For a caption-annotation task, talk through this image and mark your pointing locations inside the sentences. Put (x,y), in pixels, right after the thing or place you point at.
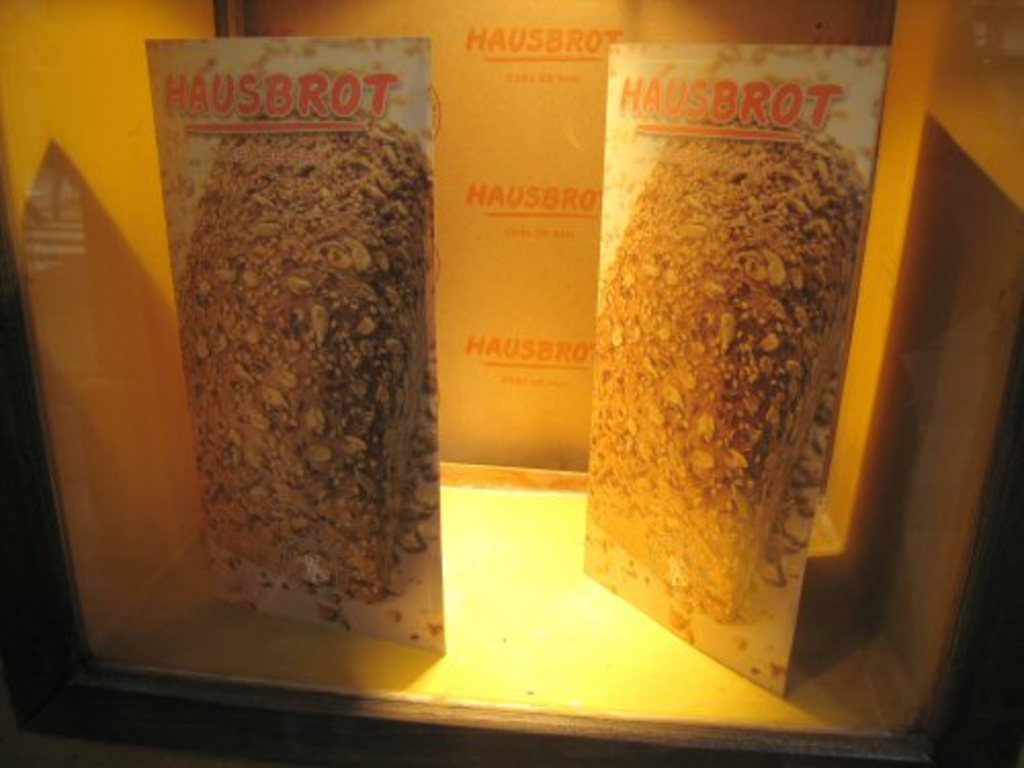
In this image we can see boards (318,551) placed in the cardboard box (570,564) and there is text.
